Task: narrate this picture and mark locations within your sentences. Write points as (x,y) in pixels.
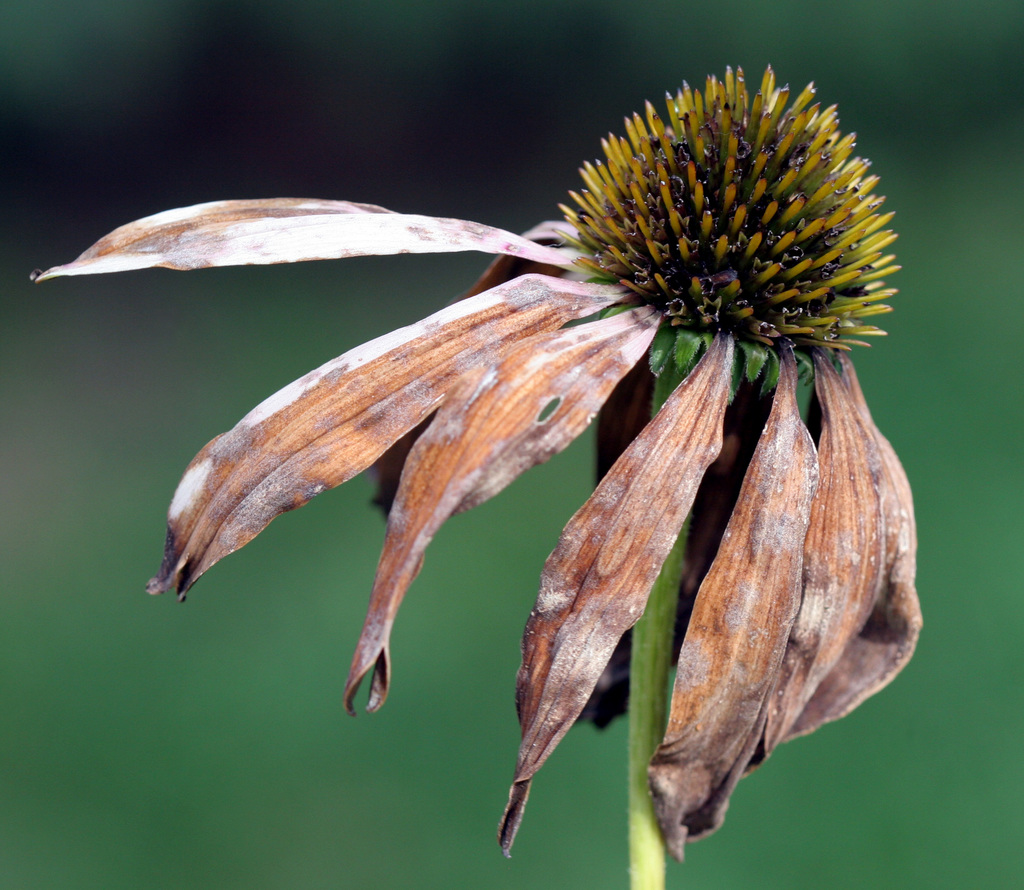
In this image there is a flower (623,165) having few dried petals (626,590) to it. Background (920,759) is blurry.
